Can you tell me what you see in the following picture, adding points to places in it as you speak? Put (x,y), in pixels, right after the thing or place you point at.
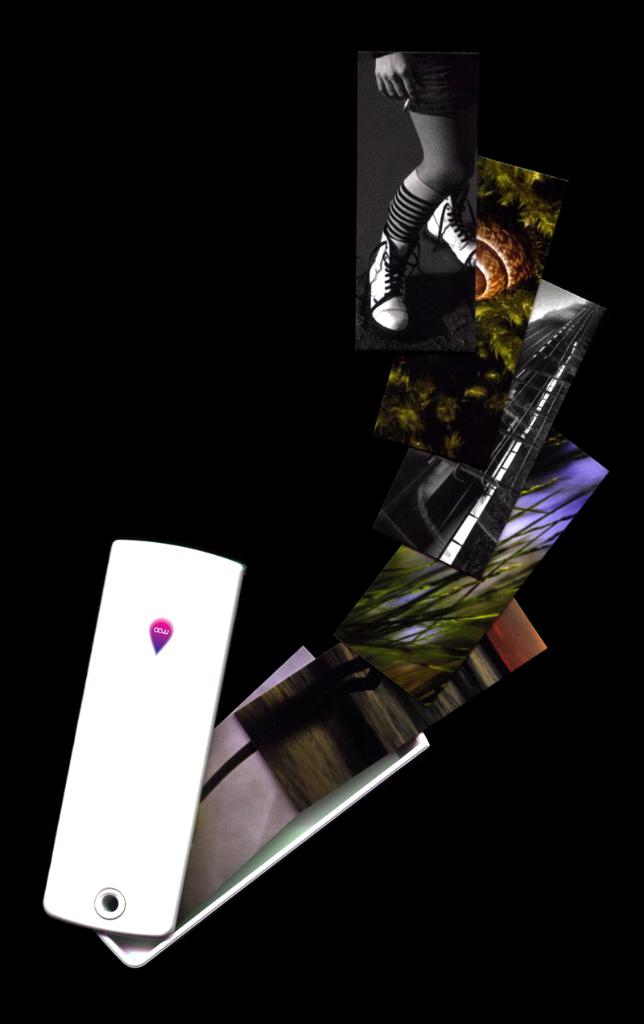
This is an animated image of a card holder (201,907) with photo cards (435,300) and the background of the image (155,44) is in black color.
